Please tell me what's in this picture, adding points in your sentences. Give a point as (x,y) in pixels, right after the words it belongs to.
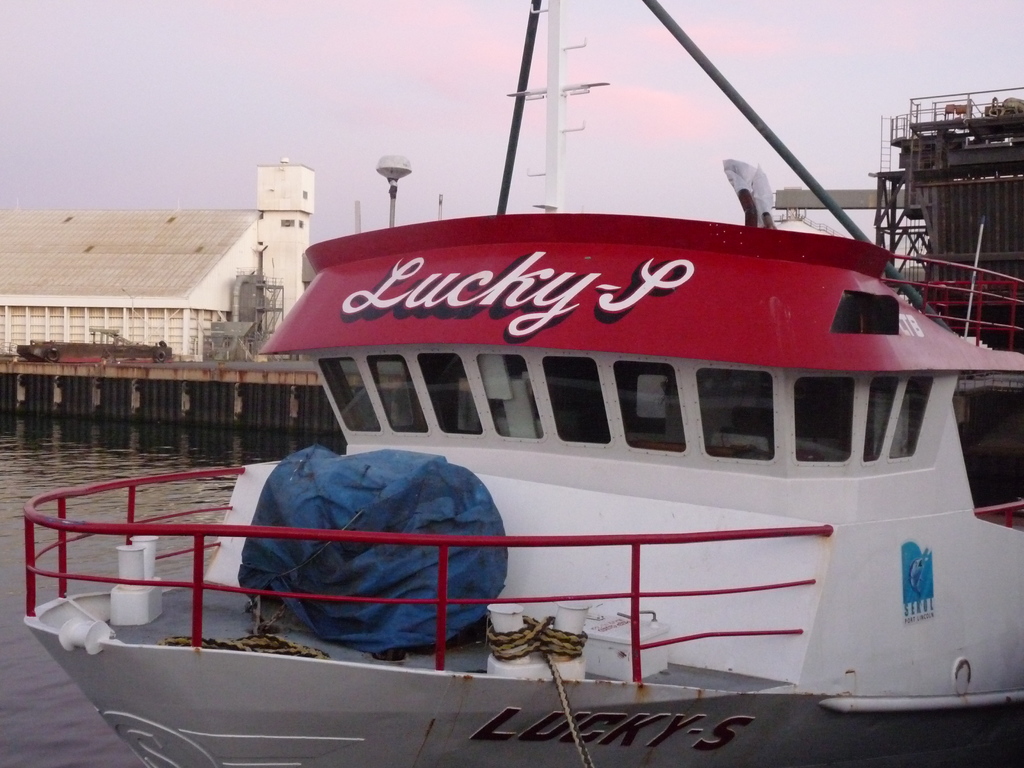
It is the boat (612,581) in white color. On the left side (96,457) there is water (112,461). At the top (144,103) it is the sky (237,103).
